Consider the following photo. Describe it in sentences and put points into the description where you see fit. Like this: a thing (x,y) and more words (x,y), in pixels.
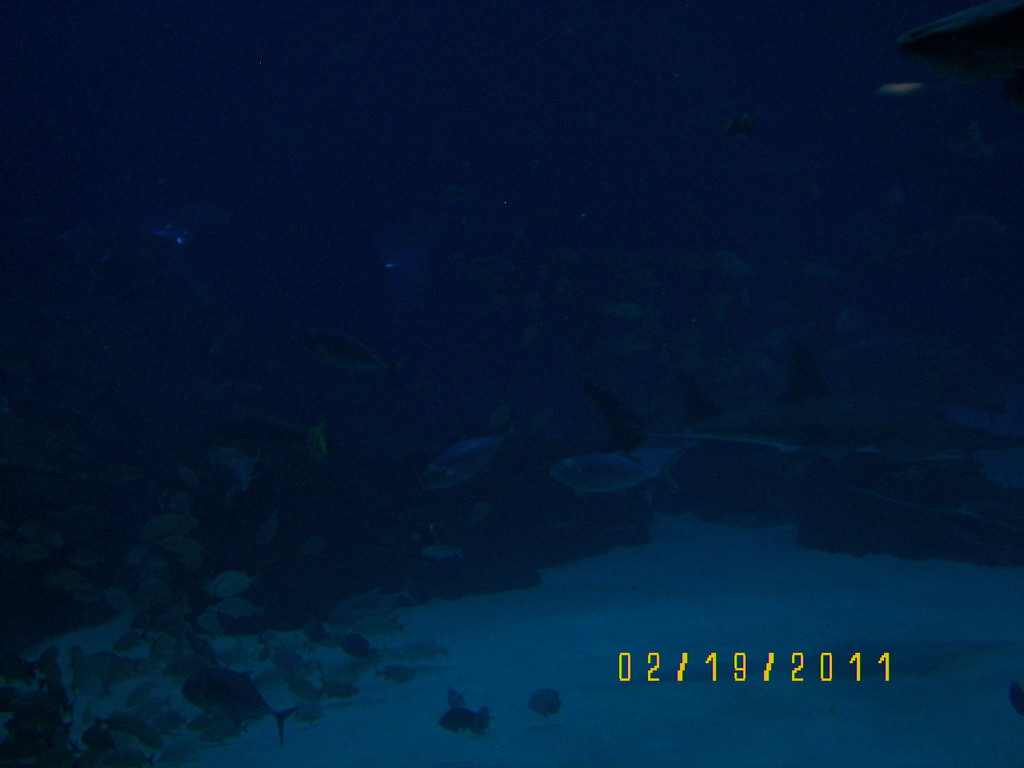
In this image, we can see plants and fish (570,467) in the water (577,388). At the bottom (710,658), there is some text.
